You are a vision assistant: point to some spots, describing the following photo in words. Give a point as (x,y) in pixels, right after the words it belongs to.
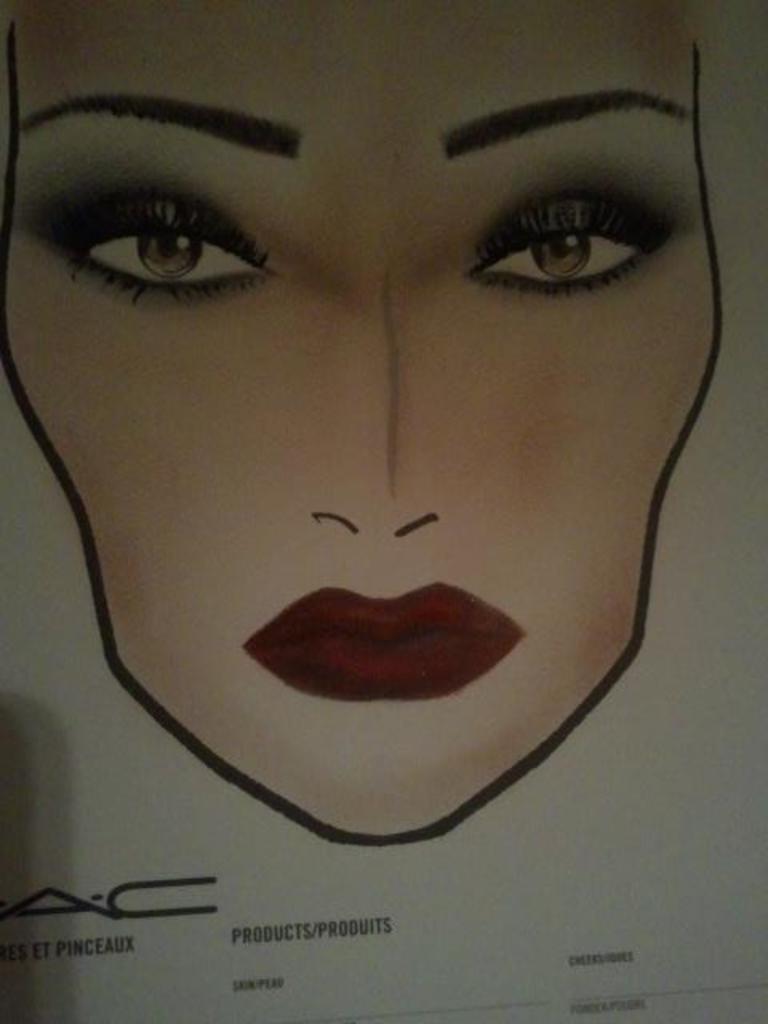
In this picture I can see a drawing (457,368) of a person face (378,805) and there are words (68,909), on the paper (724,777).
